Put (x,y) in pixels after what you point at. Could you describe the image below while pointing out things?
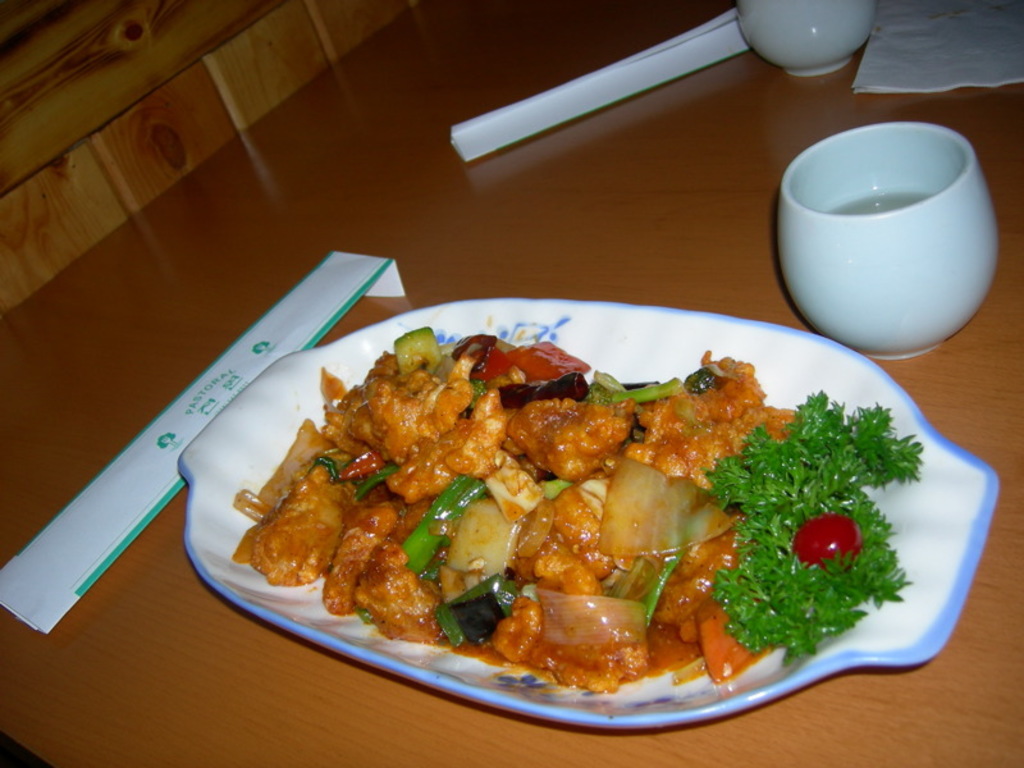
In this image there is a food item (601,482) decorated with a coriander (816,498) and a cherry (805,539) in a plate (660,683) and the plate (659,697) is placed on the wooden table (165,637). On the table (527,202) there are two cups (854,157), two papers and also tissues (955,48).
